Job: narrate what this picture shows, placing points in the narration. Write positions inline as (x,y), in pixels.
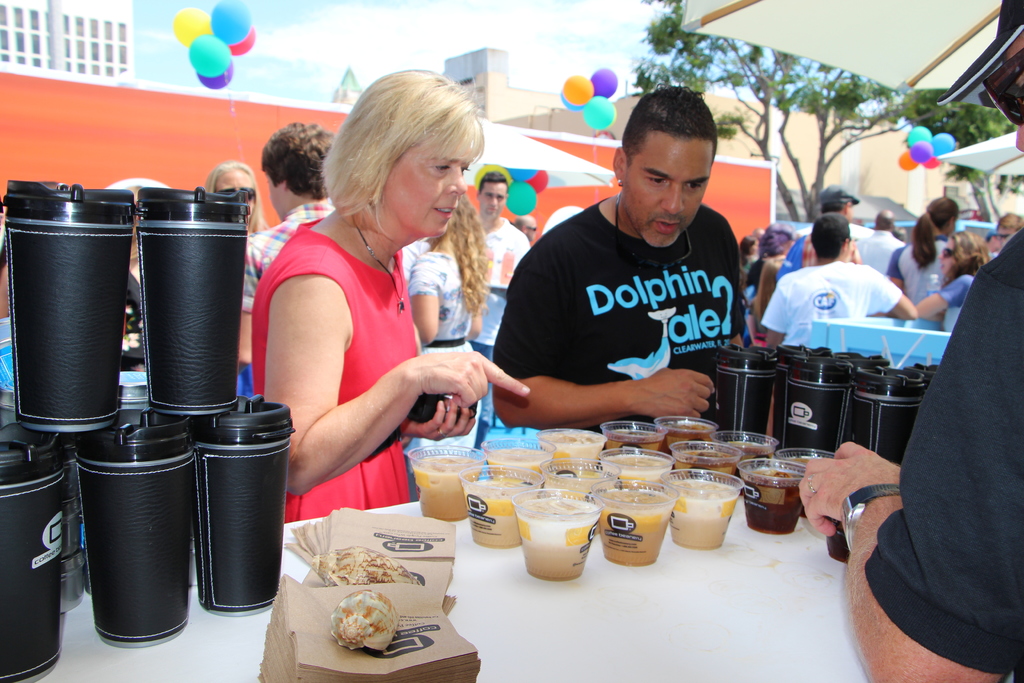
In this image we can see people (573,325) standing on the ground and tables (590,589) are placed in front of them. On the tables (468,572) there are tumblers (262,458), drinks (564,475) in the disposal cups (651,503), paper napkins (435,619), shells (365,626) and tablecloths (549,597). In the background (551,27) there are trees (812,112), sky (577,49), buildings (479,97) and balloons (207,64).
